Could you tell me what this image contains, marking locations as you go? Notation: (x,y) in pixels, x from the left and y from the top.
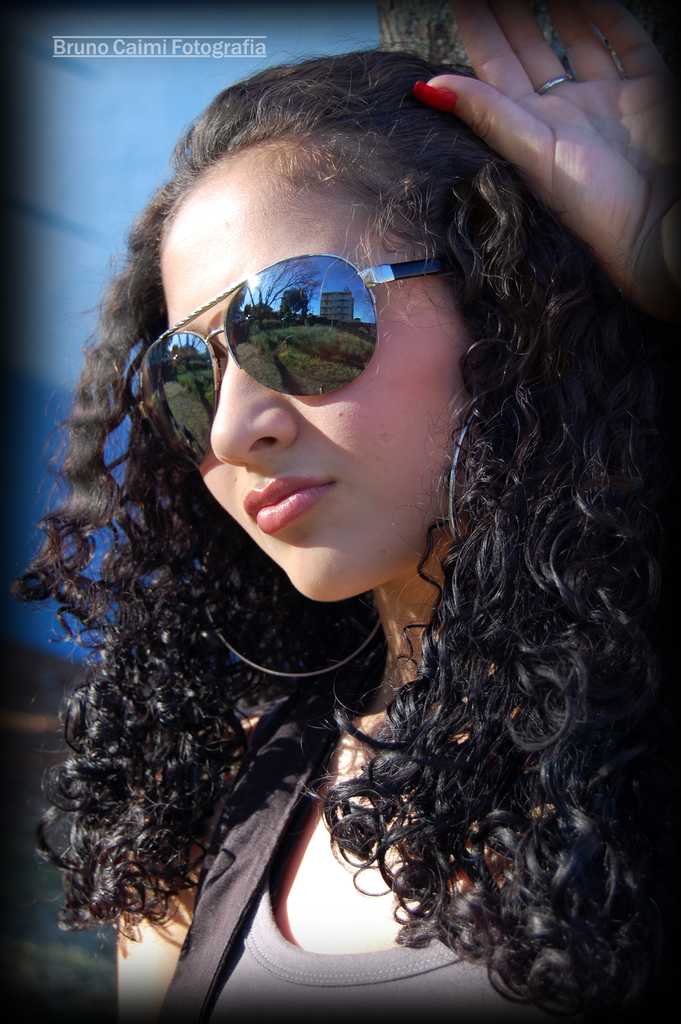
In this picture I can observe a woman (325,648). She is wearing spectacles (279,333). On the top left side (140,40) I can observe some text (140,55).
